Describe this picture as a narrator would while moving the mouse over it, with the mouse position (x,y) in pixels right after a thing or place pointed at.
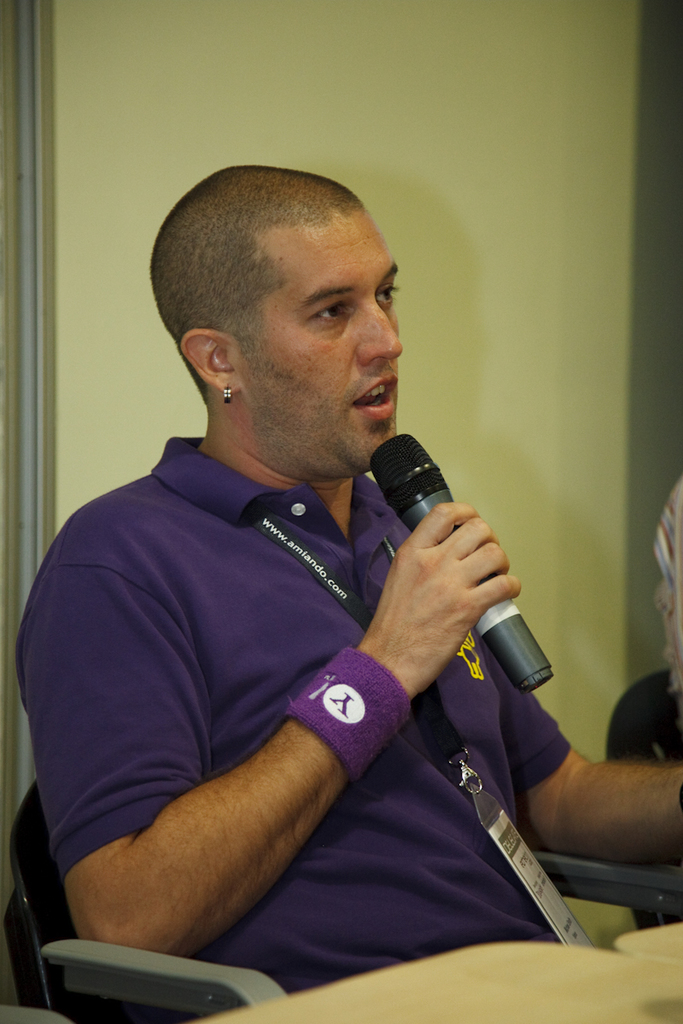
In this picture we can see a person (112,591) sitting on a chair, he is holding a mic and we can see a wall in the background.
